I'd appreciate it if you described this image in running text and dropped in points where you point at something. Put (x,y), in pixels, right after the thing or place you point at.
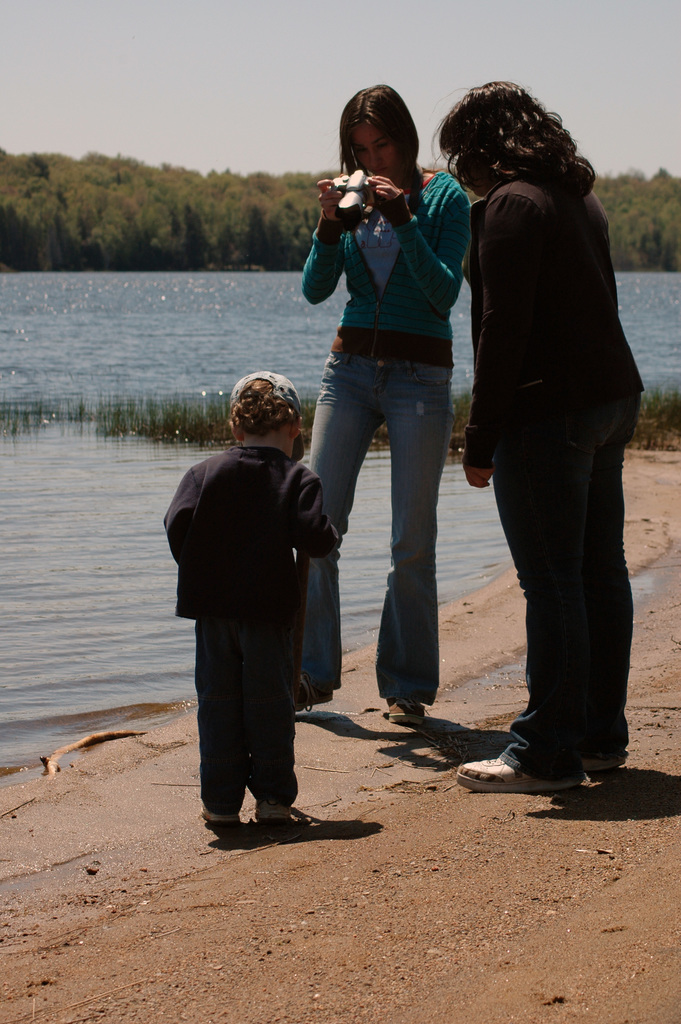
In this image we can see few people (514,497). A person (370,321) is holding an object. We can see the water (178,321) in the image. We can see the sky (271,80) in the image. There are many trees (117,246) in the image.
